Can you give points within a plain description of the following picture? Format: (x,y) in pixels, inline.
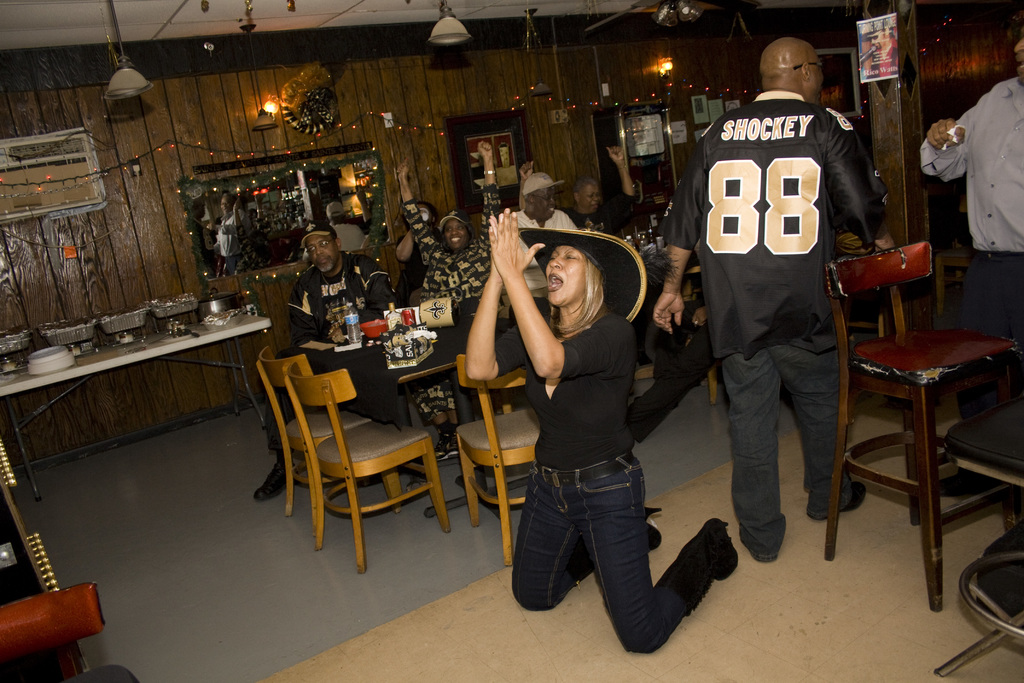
In this image the woman (585,382) is kneeling down on the floor (529,646) and clapping. In the middle (444,267) there is a table (420,366) and there are people (424,258) who are sitting around the table (444,329). At the background (458,279) people (600,196) are enjoying by drinking. At the background (242,158) there is a wall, window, light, trays (189,307), table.
